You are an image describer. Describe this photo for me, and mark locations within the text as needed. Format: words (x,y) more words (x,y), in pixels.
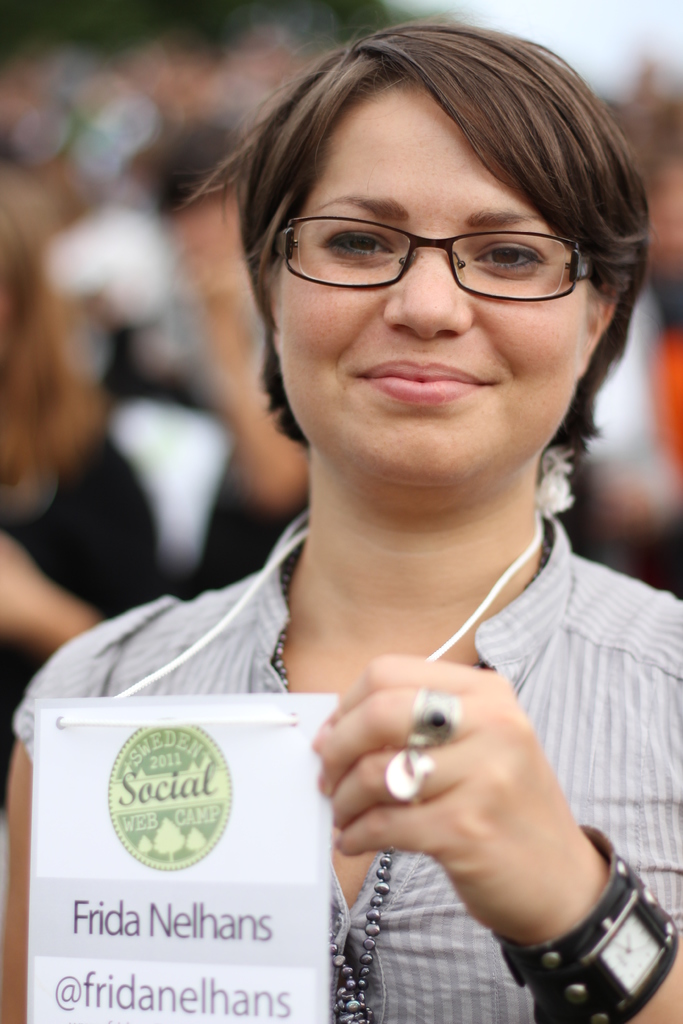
In this image I can see the person (460,624) with the ash color dress (569,579) and specs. The person (361,319) is holding the card (240,867). In the background (174,296) there are group of people (66,133) but they are blurry.
